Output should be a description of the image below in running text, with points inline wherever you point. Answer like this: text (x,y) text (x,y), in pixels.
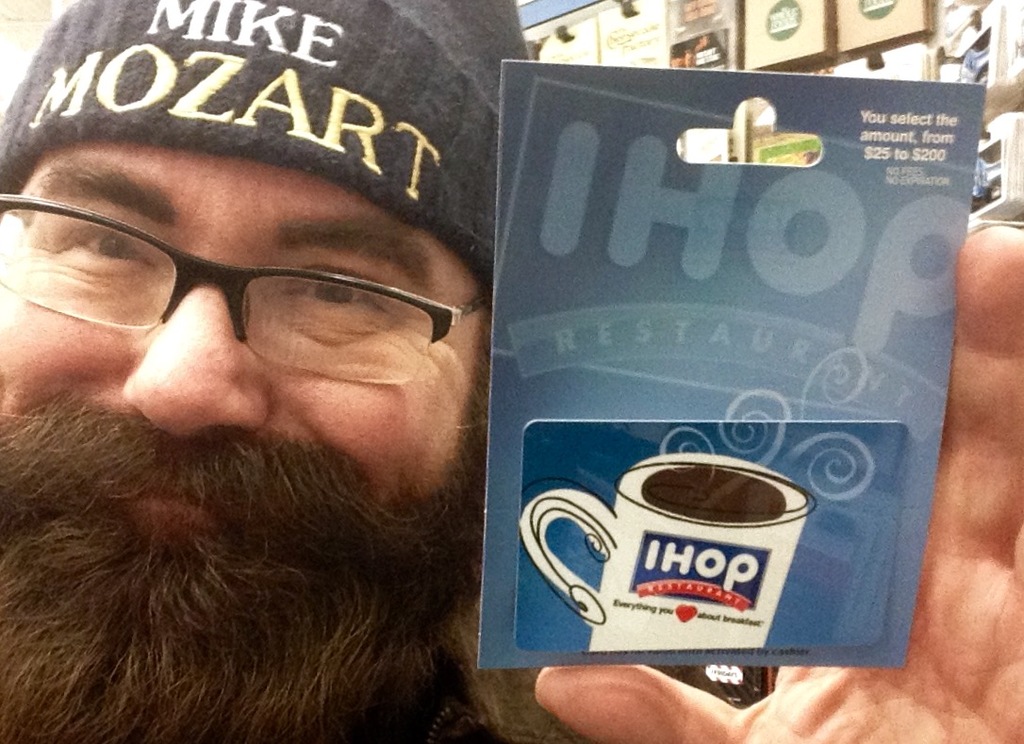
In the center of the image (364,368) we can see person (269,440) holding a paper (622,608). In the background (744,39) we can see objects (725,37).
